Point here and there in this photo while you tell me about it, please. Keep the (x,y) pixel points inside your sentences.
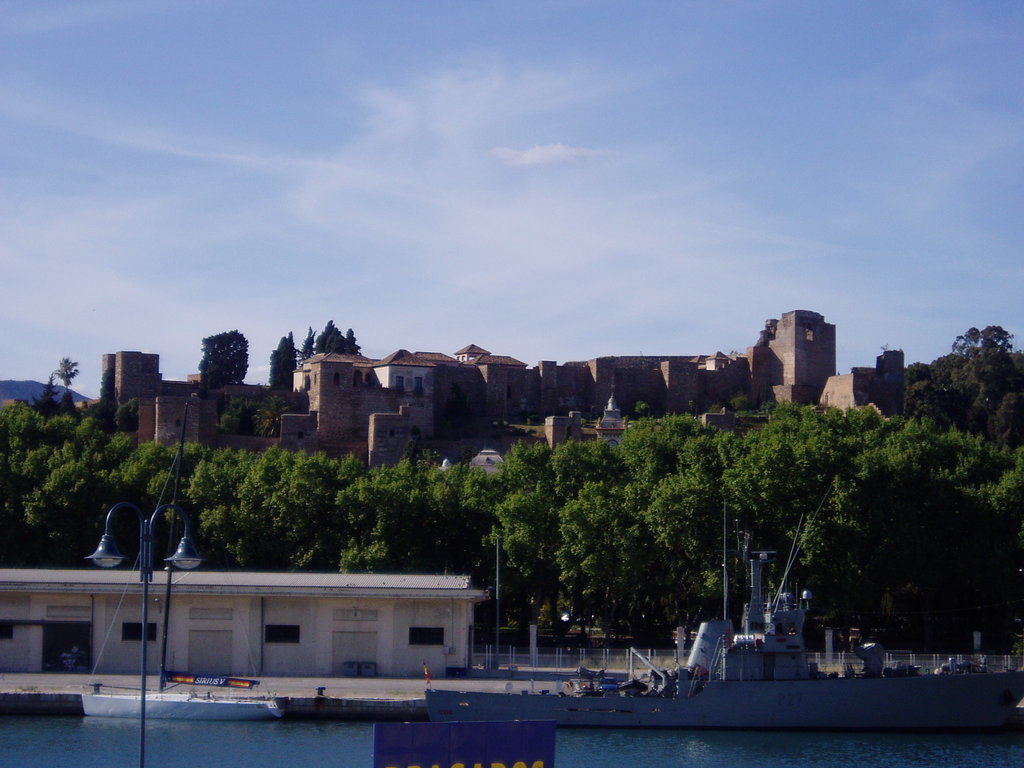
In this picture I can see water (633,759) in front (30,738) on which there is a boat (719,693) and in the background (850,525) I see the buildings (534,385), trees (557,475) and the sky (475,160) and in the middle of this picture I see another building (204,637) and a light pole (147,586).
